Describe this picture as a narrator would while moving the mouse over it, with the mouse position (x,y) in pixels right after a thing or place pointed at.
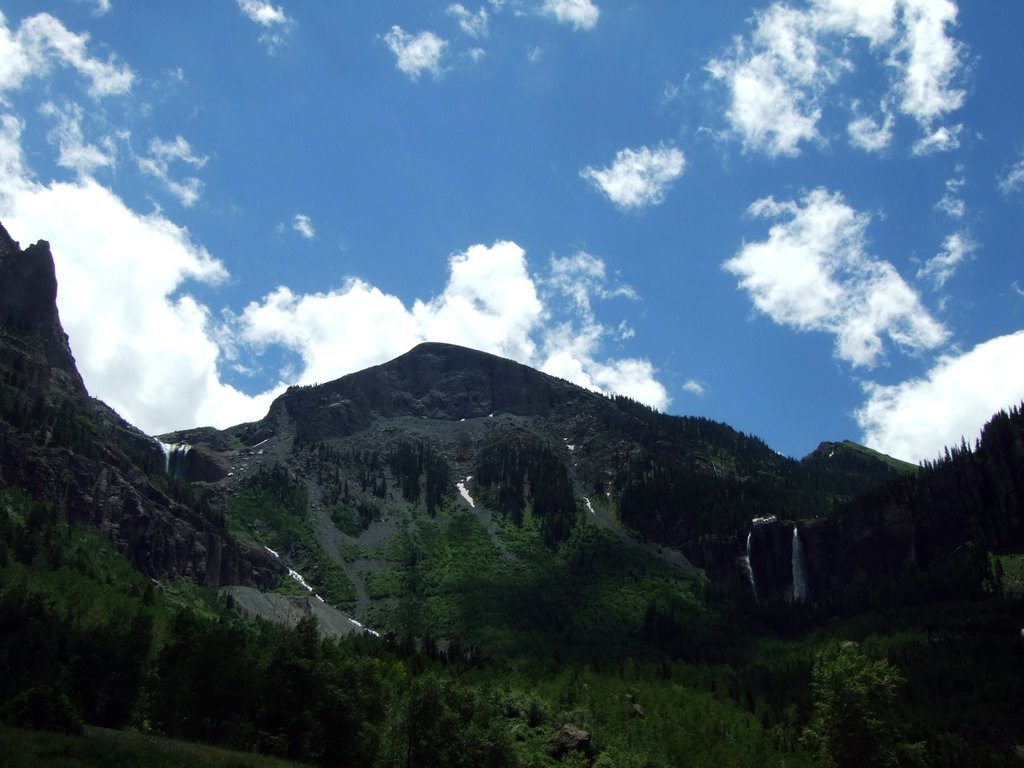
In this image there are mountains (731,463) trees (430,621), in the background (948,214) there is a blue sky (603,227).
